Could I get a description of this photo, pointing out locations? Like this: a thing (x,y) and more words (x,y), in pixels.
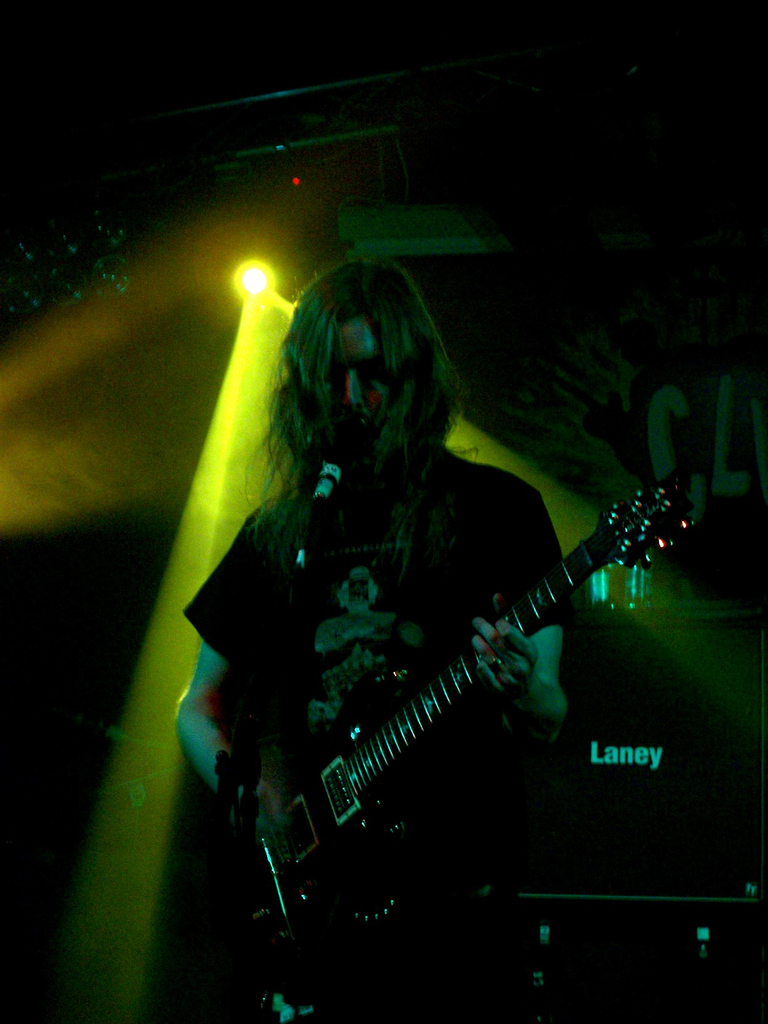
In this picture I can see a person (406,513) is playing a guitar (377,739). The person (386,667) is wearing t shirt (297,591) and standing in front of a microphone (299,557). In the background (267,281) I can see stage light (279,308) and the image is dark.
